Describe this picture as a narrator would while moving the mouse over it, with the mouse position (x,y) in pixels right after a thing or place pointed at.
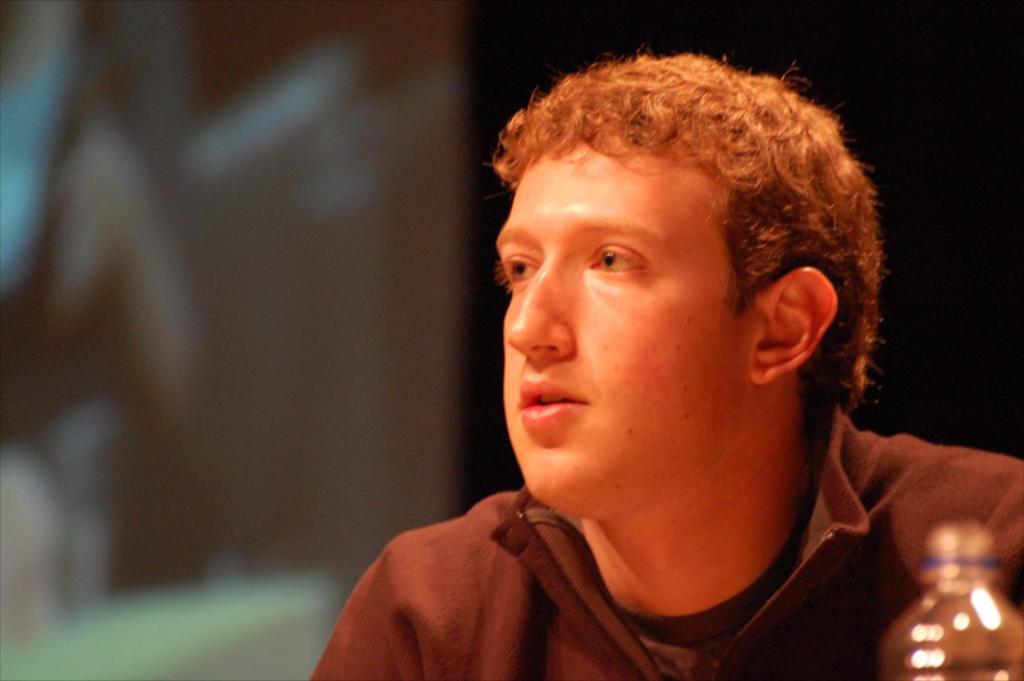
In this picture we can see a man (511,556), bottle (951,527) and in the background (365,149) it is blurry.
